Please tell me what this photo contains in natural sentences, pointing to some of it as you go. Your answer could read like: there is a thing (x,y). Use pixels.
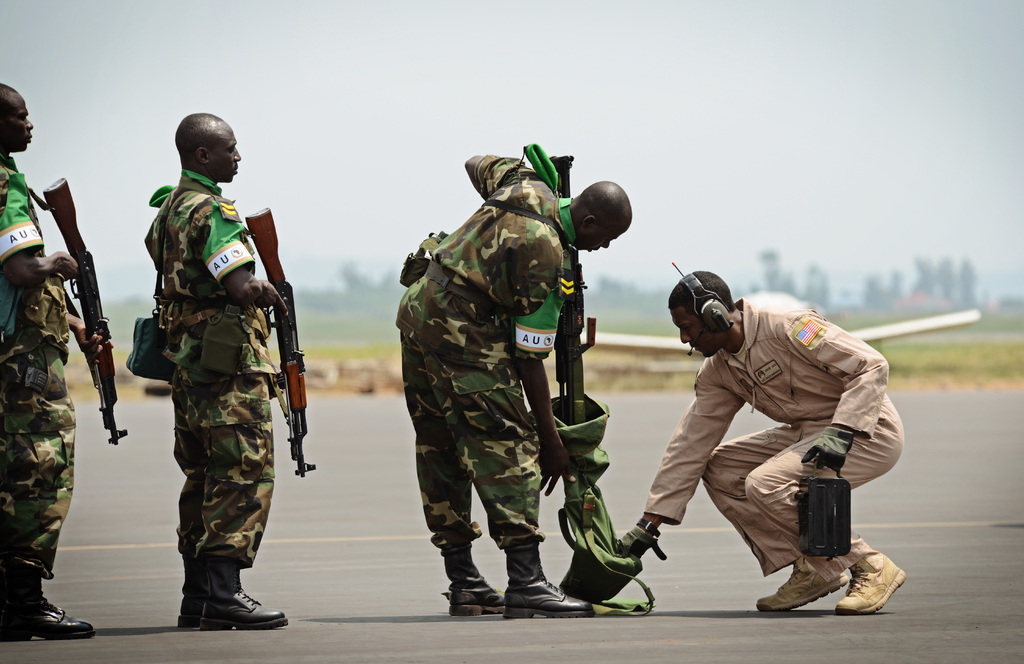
In this picture I can see there are few people (274,450) standing and wearing a uniform (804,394) and they are holding rifles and in the backdrop (454,137) there are trees (920,291) and the sky (522,69) is clear.
